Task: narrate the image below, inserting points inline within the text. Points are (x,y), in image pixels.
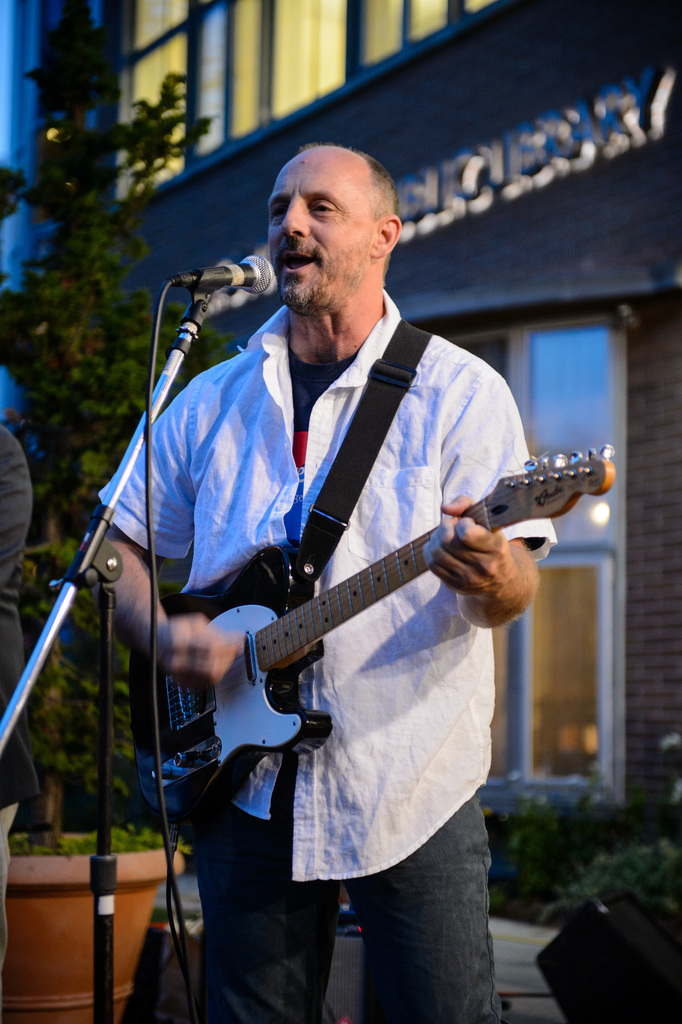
In this image there is a man (160,454) standing and playing a guitar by singing a song in the microphone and in back ground (267,22) there is tree (88,72), building (556,395), plant (18,837).
